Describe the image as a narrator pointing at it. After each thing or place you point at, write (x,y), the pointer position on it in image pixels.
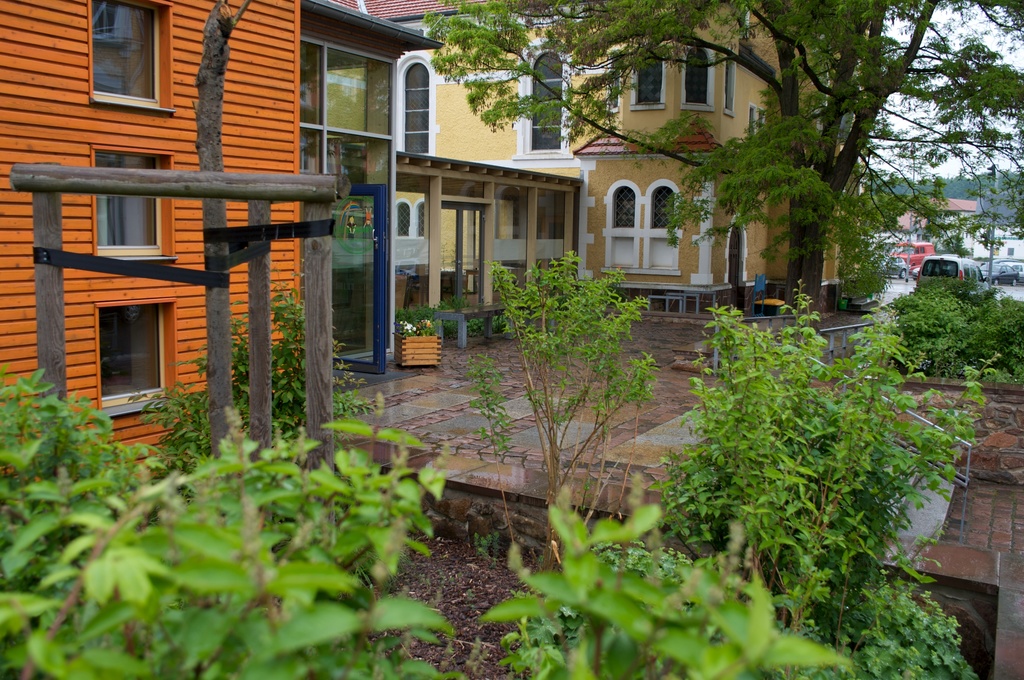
In this image, we can see trees (750,201), buildings (557,246), wooden poles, some plants (249,448) and vehicles (934,267) and there are benches (697,304). At the bottom (490,460), there is floor (658,431).
